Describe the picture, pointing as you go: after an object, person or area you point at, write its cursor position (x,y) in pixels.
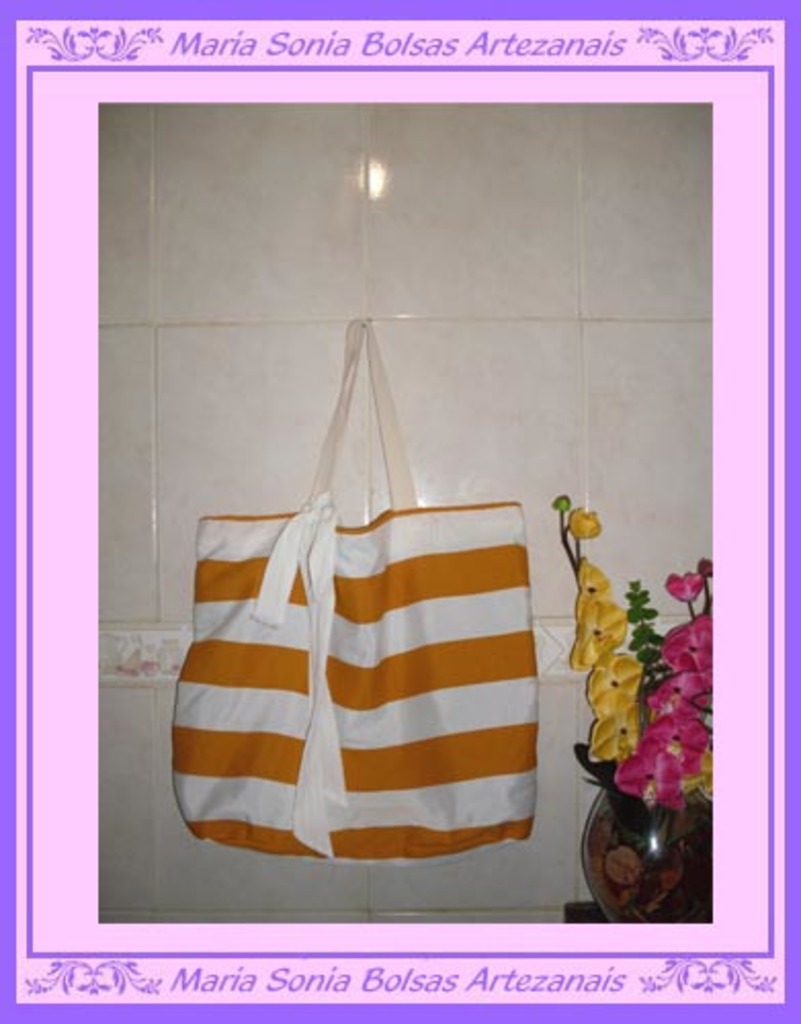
In the image there is a bag (412,616) hanging on to the wall (407,395) and beside that there is a flower vase (697,799) and the image is edited on a computer.
